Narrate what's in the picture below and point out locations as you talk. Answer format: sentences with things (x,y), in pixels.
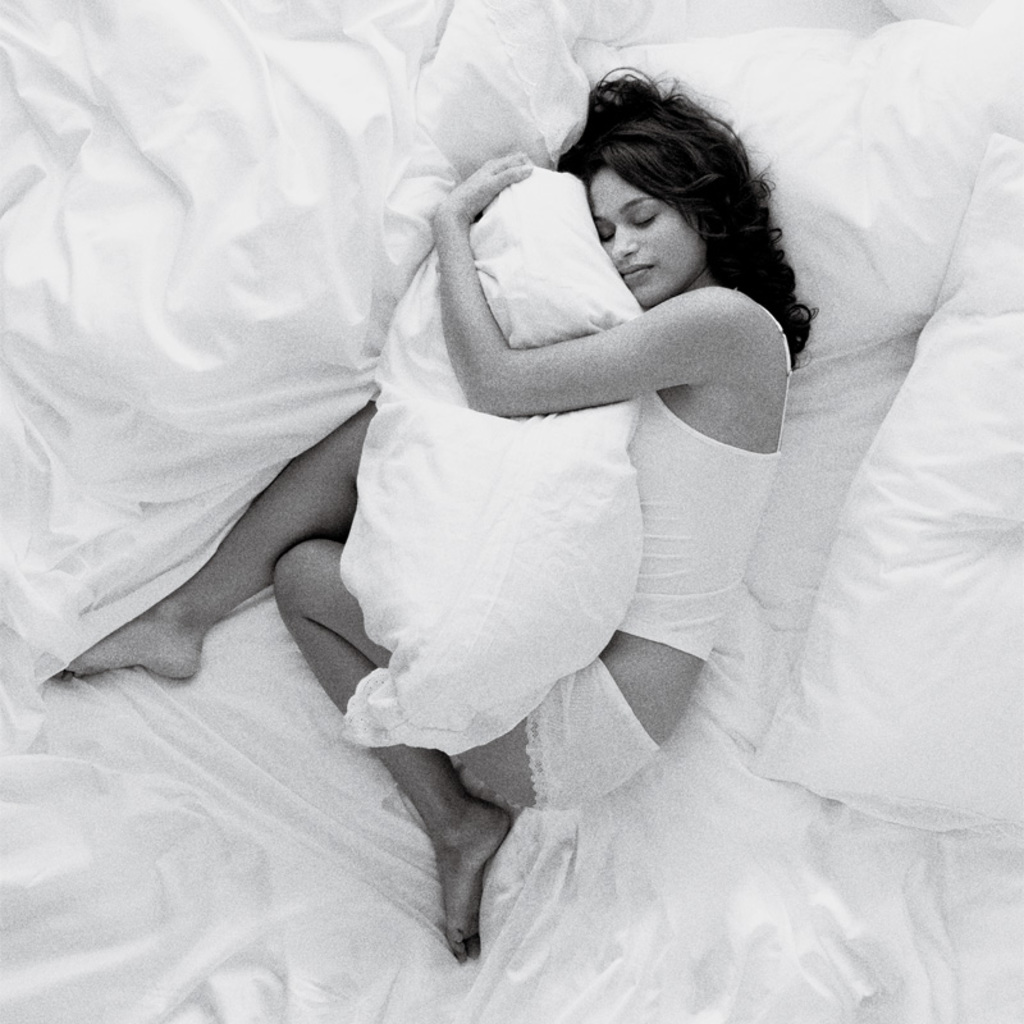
A woman (585,379) holding pillow (553,496) is lying on a bed (176,284).
